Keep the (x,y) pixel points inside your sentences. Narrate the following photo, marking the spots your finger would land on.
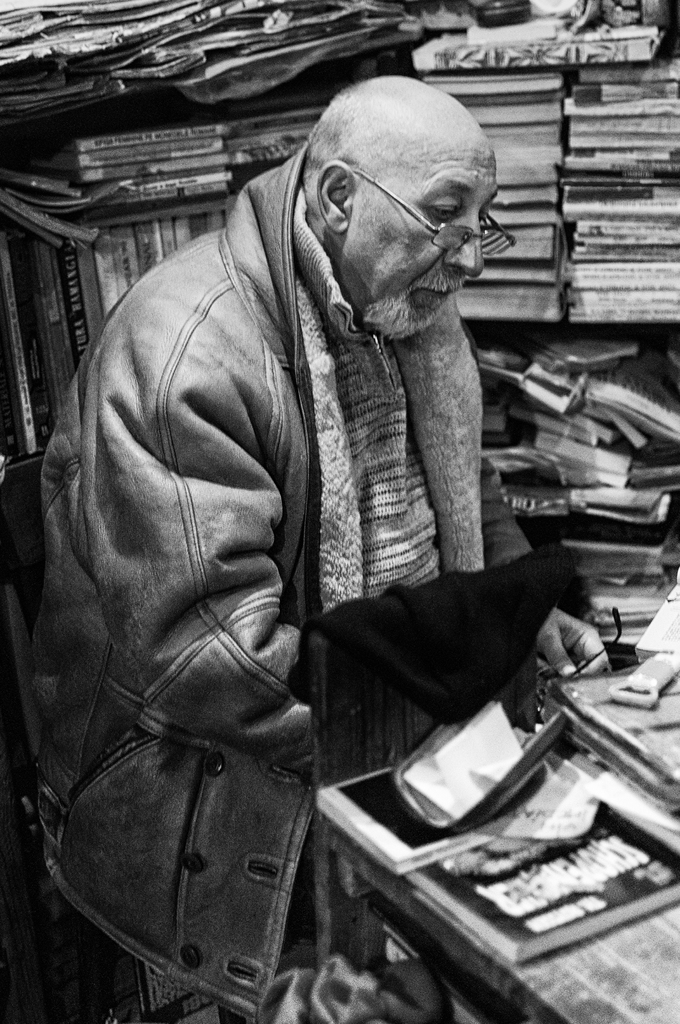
In this picture I can see there is a person (249,706) standing and he is wearing a coat (182,476) and has spectacles (443,235), he is holding a object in his left hand (578,659). He has mustache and beard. There are few books (591,769) arranged on the table (632,981) and in the backdrop (262,74) there are few more books (672,162) arranged in the shelf (31,169).
